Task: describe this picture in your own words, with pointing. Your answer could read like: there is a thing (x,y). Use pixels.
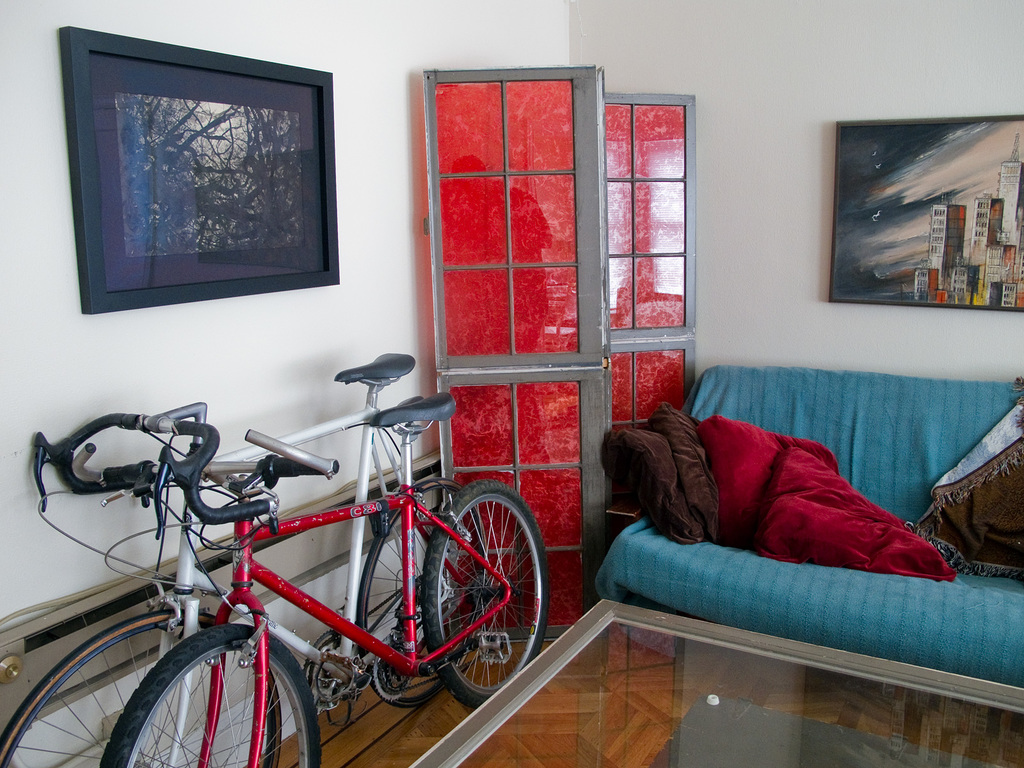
This image is clicked inside the room (729,358) where there is a sofa (962,433) on the right side (733,415) and two bicycles (180,540) on the left side (266,613). There is a photo frame (249,236) on the left side (257,165) to the wall (11,115), there are two doors (534,224) placed in the middle of the image (556,317) and there is also a wall painting (891,247) on the right side (891,198). There is a table (957,761) in the bottom (873,689), the cycles (280,531) which are placed on the left side (230,629) one of them is red and the other one is white.
